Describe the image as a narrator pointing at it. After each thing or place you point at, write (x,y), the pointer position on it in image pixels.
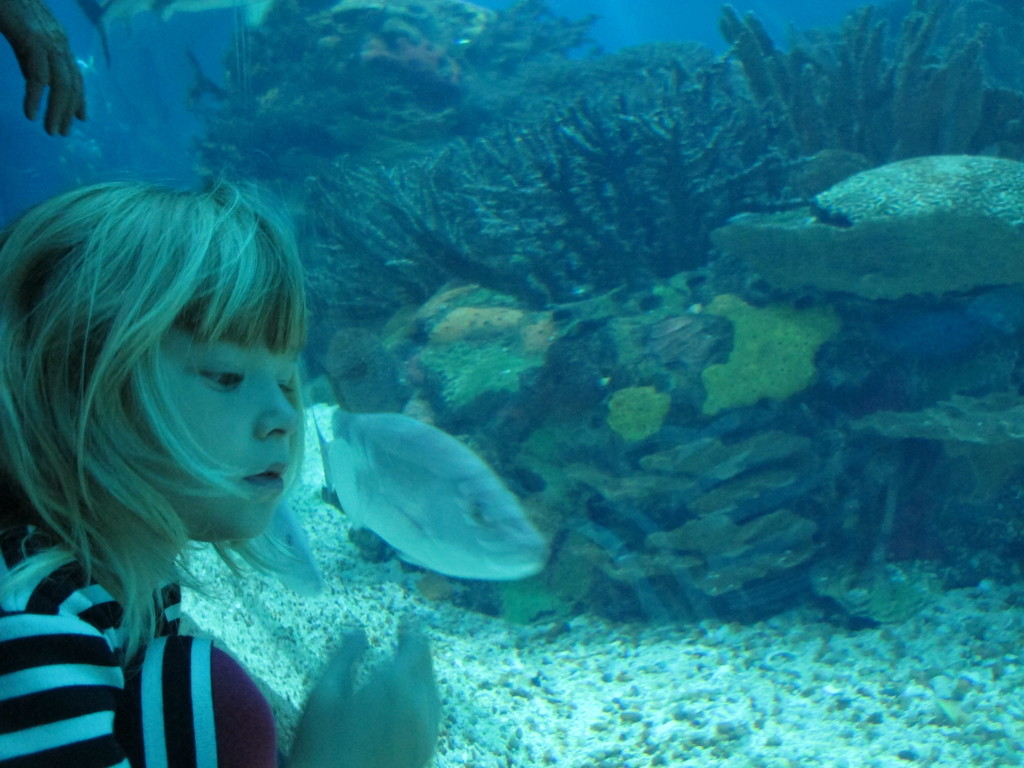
In this image there is a girl (170,517) towards the bottom of the image (145,522), there is a person's hand (42,53) towards the top of the image (42,74), there are plants (629,177) towards the right of the image (753,7), there are fishes (424,534), there is water (17,106), the background of the image (147,55) is blue in color.
